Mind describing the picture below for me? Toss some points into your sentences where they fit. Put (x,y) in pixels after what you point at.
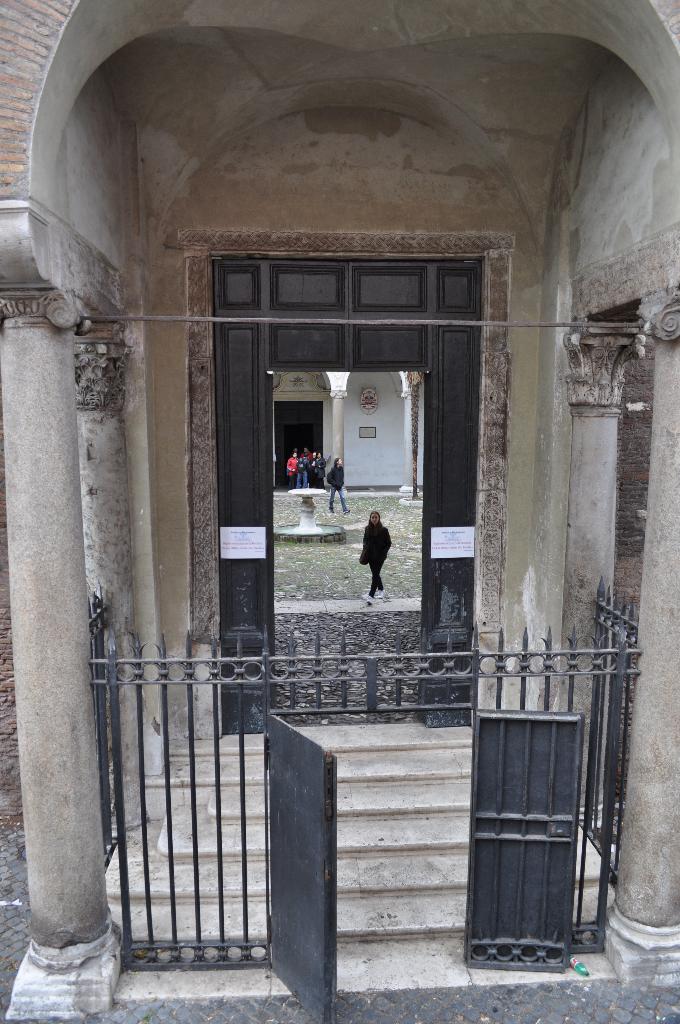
In this picture we can see gate (421,677), pillars (12,447), posters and grilles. In the background of the image (287,588) there are people (323,465) and we can see grass (287,518), water fountain (323,540), pillars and wall (348,402).
